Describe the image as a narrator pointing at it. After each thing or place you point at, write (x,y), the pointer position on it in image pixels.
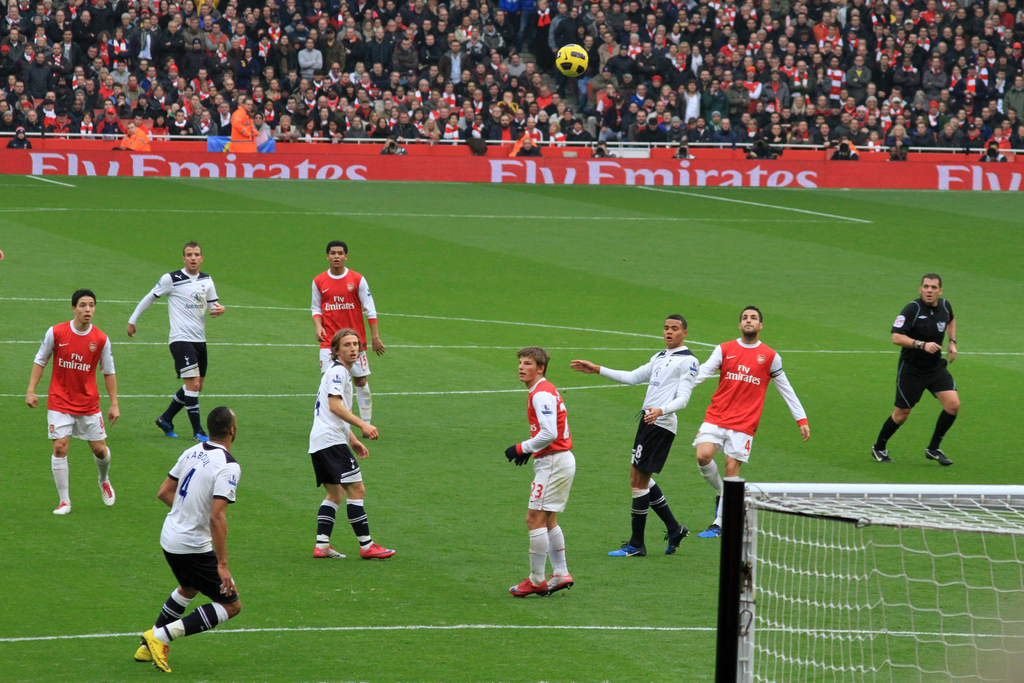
At the bottom right corner of the image (766,527) there is a net (843,553). And in the middle of the image (345,336) on the ground (632,393) there are few people (187,392) with red and white dress (703,368) is running on the ground (283,563) and also there is a man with black dress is also running. Behind them there is a red poster (727,159). Behind the poster (988,164) there is a crowd (335,71).
